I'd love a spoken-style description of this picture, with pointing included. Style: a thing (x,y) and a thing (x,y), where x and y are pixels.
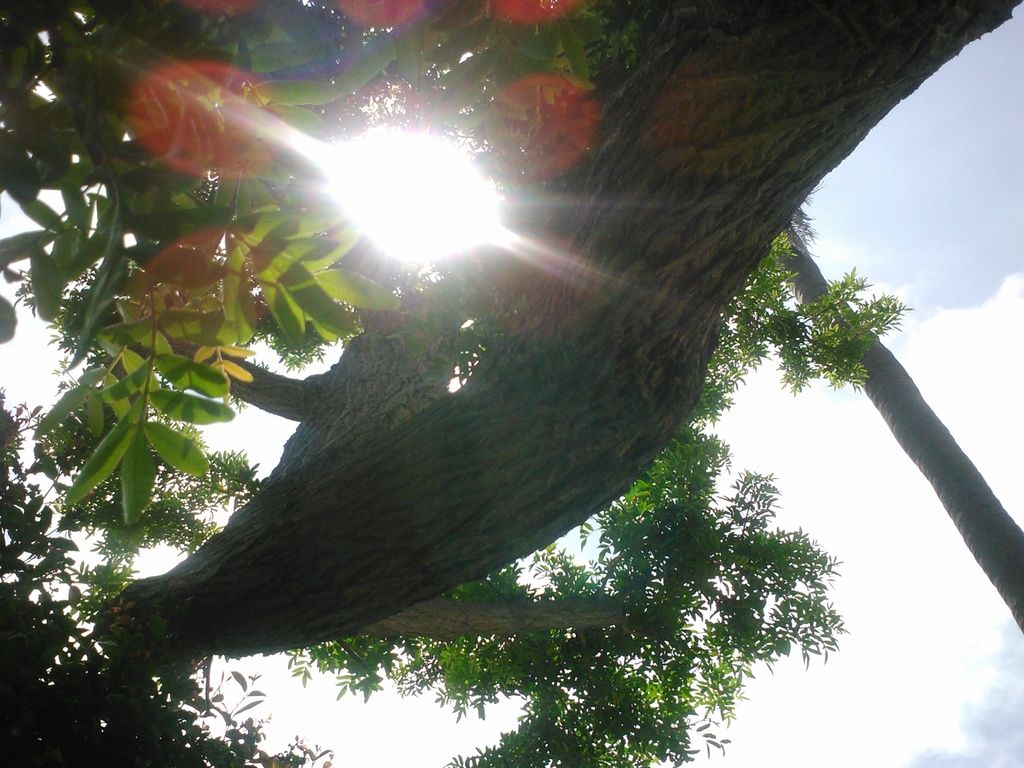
In this image I can see few trees (630,395) in green color and the sky (934,263) is in blue and white color and I can also see the sun light (376,180).
